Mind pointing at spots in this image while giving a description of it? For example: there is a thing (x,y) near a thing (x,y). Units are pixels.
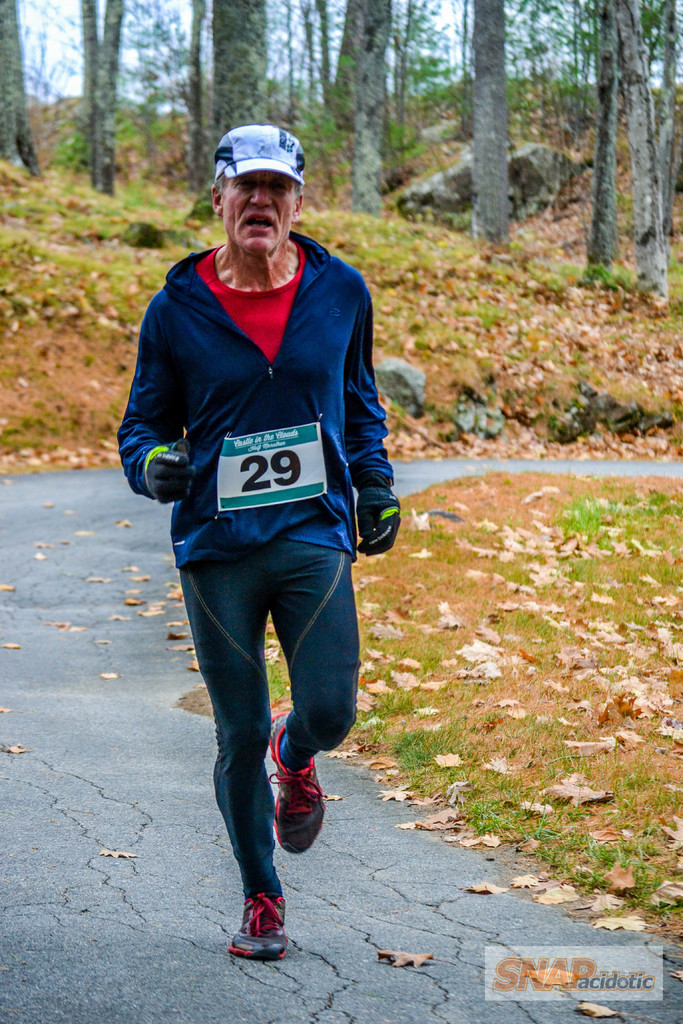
In this image I can see a man (270,531) is running on the road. In the background (182,143) I can see trees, the grass (515,520) and the sky (138,58).
